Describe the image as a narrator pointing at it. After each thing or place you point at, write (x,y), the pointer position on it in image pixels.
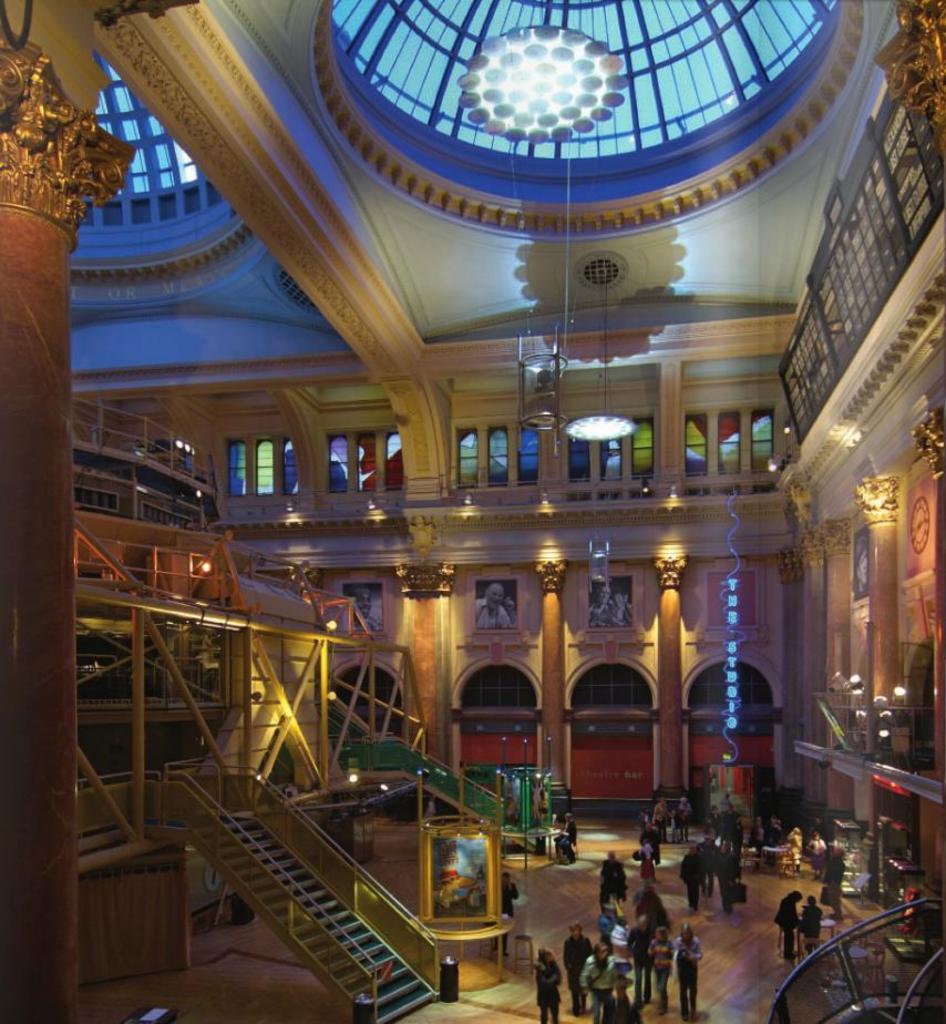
In this picture we can see the inside view of a building (406,497). Here we can see pillars (448,590), staircases (429,761), lights (539,419), frames (606,619), boards (737,702), poles (355,646), lights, ceiling (415,272), and few people (793,905) on the floor (744,975).
